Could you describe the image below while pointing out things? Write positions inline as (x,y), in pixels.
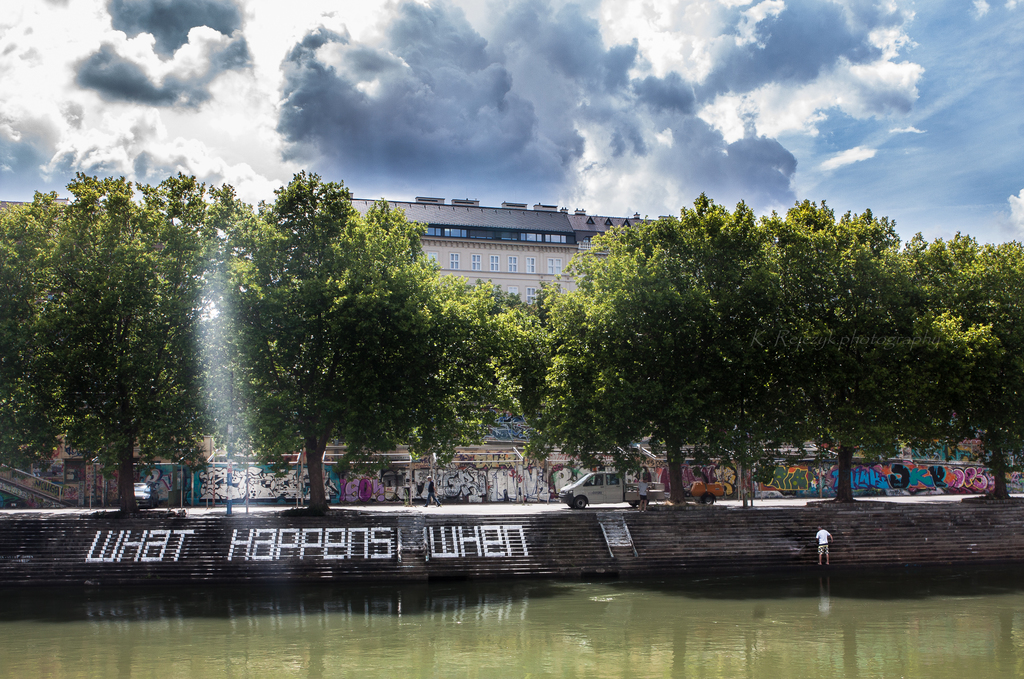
In the foreground of the picture (304,578) there is a water body (225,582) and there are trees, staircase (536,544) and a person (823,546). In the center of the picture (525,284) there are buildings (534,269), poles (232,490) and vehicles (607,482). In the background (288,78) it is sky (570,100).
